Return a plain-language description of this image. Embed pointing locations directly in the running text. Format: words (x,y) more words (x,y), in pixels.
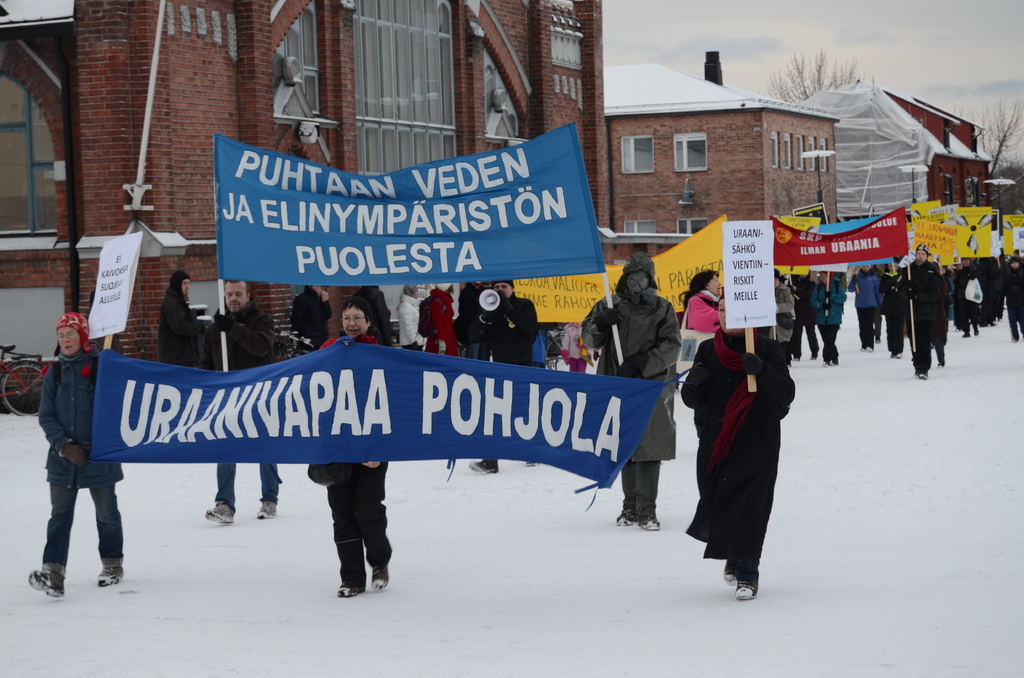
In this image there are people (710,531) walking on the snow (558,556) by holding the placards (975,232) and banners (668,263). Behind them there are buildings (783,157), trees (999,159) and sky (860,30). On the left side of the image (21,355) there is a cycle (39,368).
